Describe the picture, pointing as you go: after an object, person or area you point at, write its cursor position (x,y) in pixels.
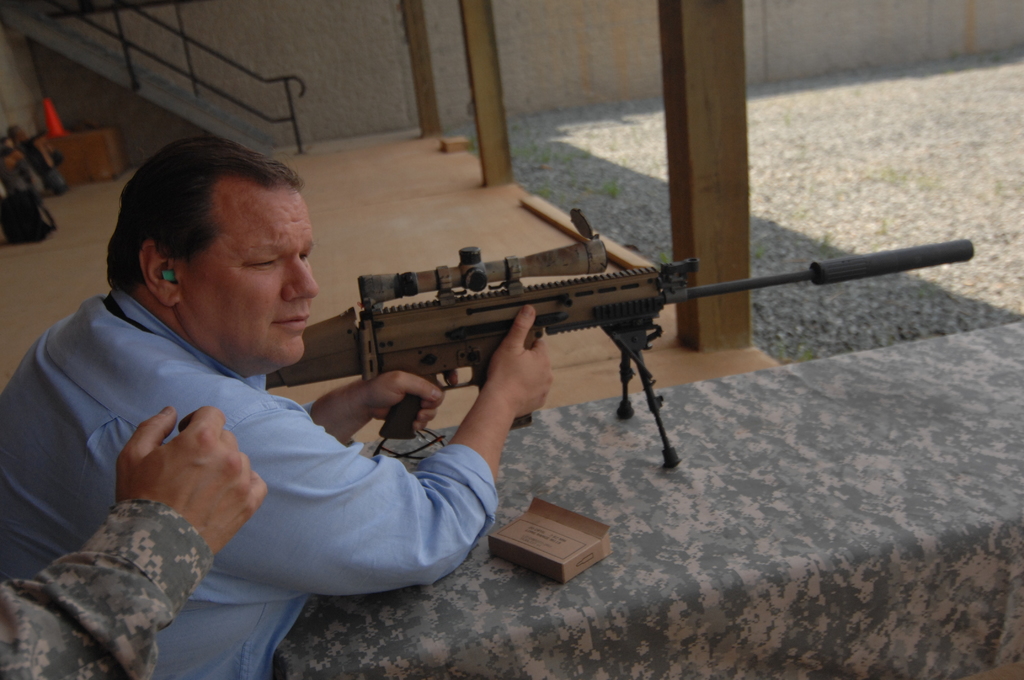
In this image, we can see a person (308,525) is holding a gun (519,307). Beside him, we can see a box (575,552). Background (372,229) there is a floor (426,200), ground (625,163), pillars (666,154), rods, few objects (115,143) and wall (337,72). Left side (77,640) bottom corner, we can see the human hand (214,482) with cloth (108,581).
